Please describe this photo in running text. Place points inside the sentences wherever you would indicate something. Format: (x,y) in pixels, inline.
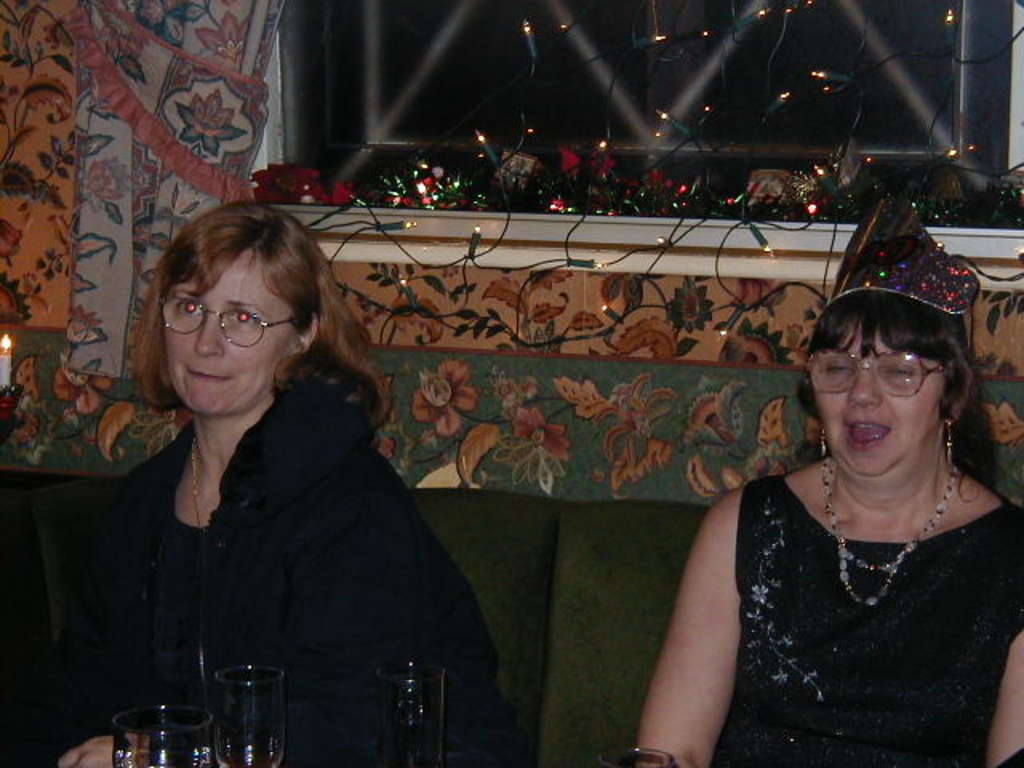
In this image we can see two women (343,558) sitting on the sofa (628,667). In the background (306,110) we can see curtains (172,85), decor lights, window (615,102), wall (440,338) and glass tumblers (262,735).
